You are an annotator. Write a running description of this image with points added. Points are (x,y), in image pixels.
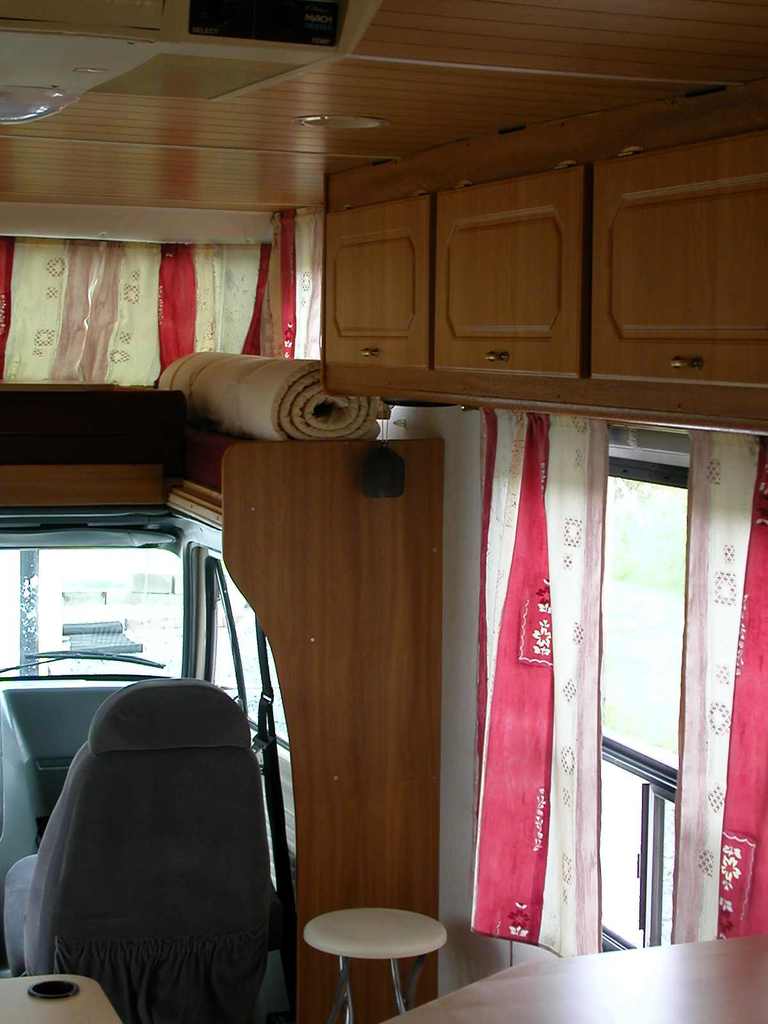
This is an indoor picture. This is a table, chair (161,873), mat (274,389), curtain (266,320), furniture (502,325), windows (631,620).
